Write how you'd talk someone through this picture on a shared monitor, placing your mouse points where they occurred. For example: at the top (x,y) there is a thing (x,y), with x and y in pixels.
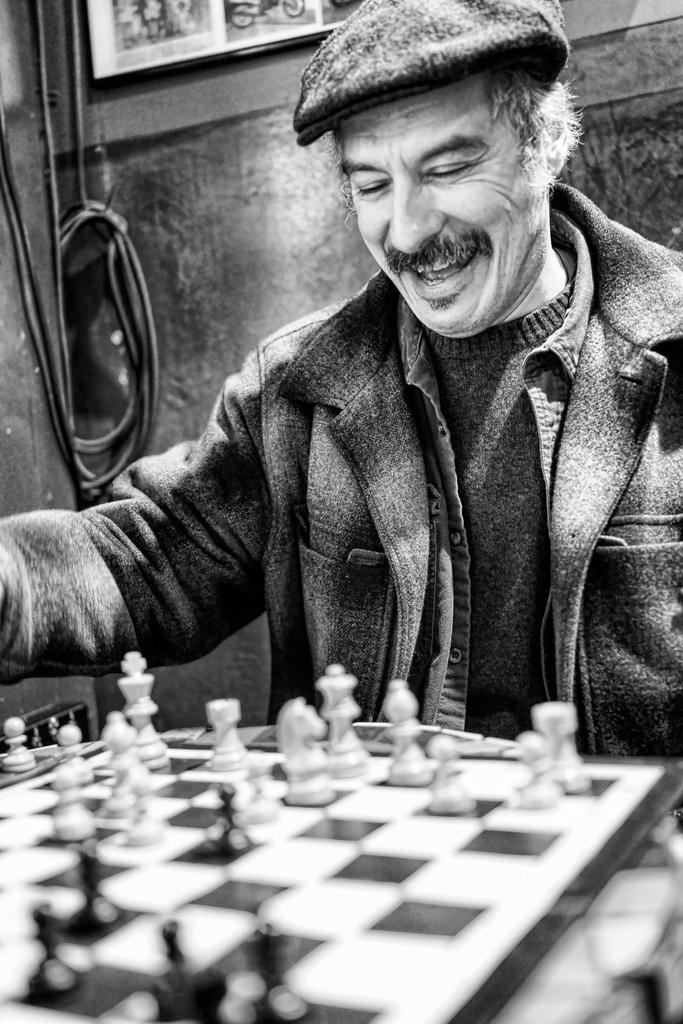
In this image in the foreground (487,334) there is one person (267,385) who is sitting and smiling and it seems that he is playing chess, in front of him there is one chess board (327,836) and in the background (156,247) there is a wall (90,109) and some wires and photo frames (242,12).
